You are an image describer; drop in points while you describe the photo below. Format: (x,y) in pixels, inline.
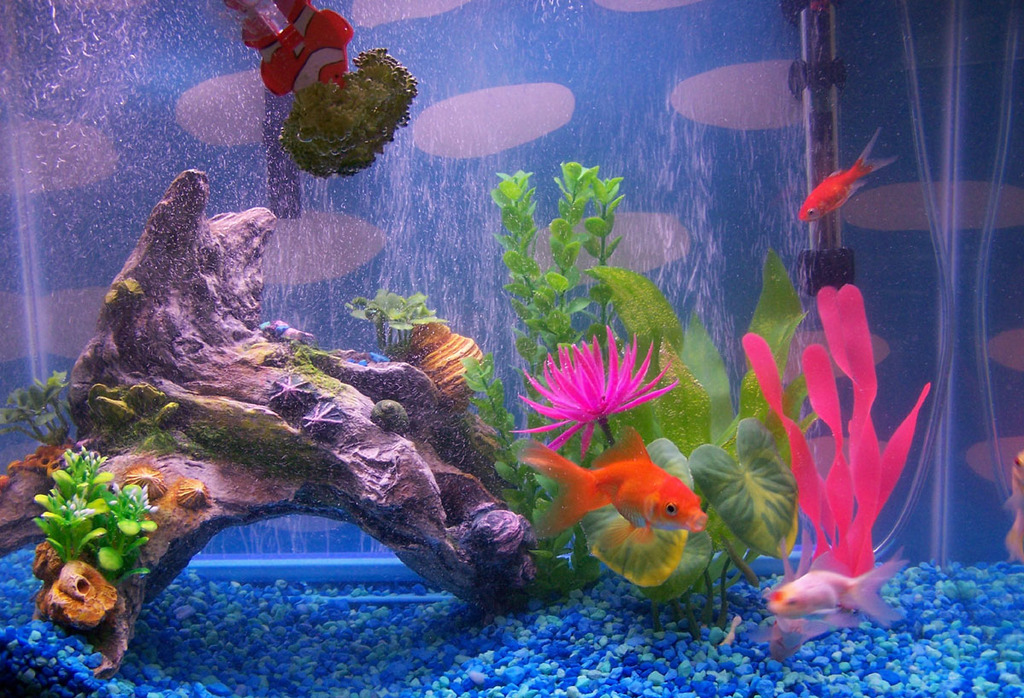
In this image, we can see inside view of the aquarium (382,600). Here we can see some showpieces (230,375), water (972,556), artificial plants (752,485) and flowers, fishes (701,526). At the bottom (599,630), we can see colorful stones (488,667). Background (675,170) we can see blue and white color. Here we can see a rod (819,126).
